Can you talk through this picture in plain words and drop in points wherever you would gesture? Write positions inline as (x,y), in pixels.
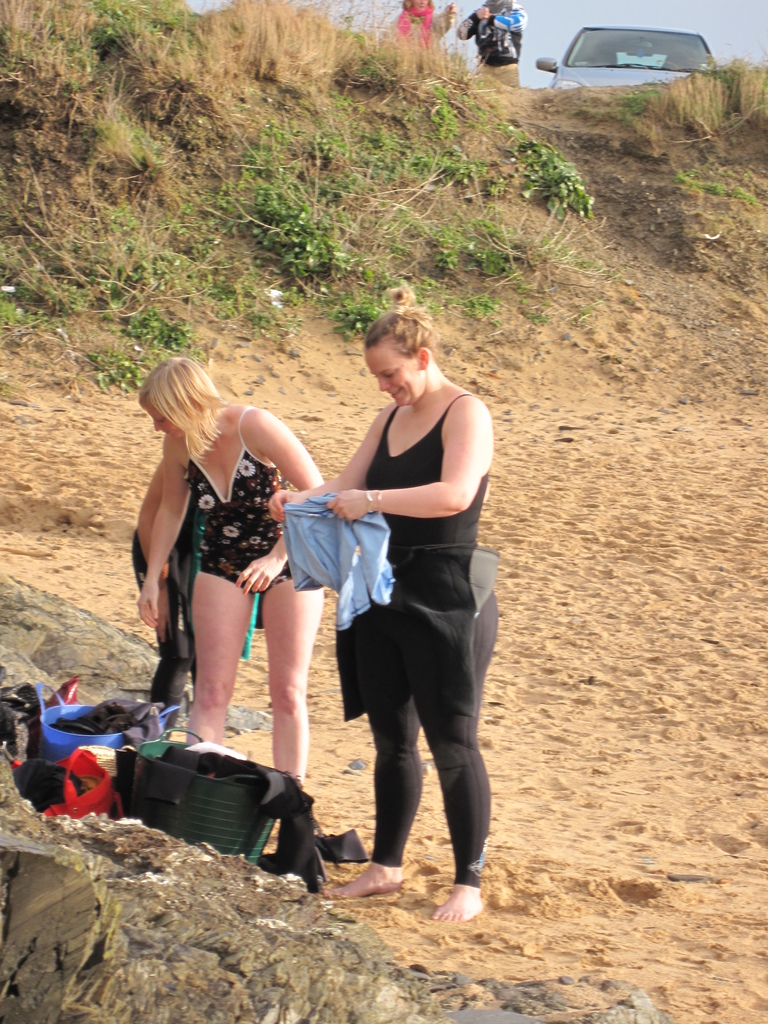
In this image there are five persons (277,447) standing, there are bags (106,791), car (699,44), grass (418,191), sky (624,11).
